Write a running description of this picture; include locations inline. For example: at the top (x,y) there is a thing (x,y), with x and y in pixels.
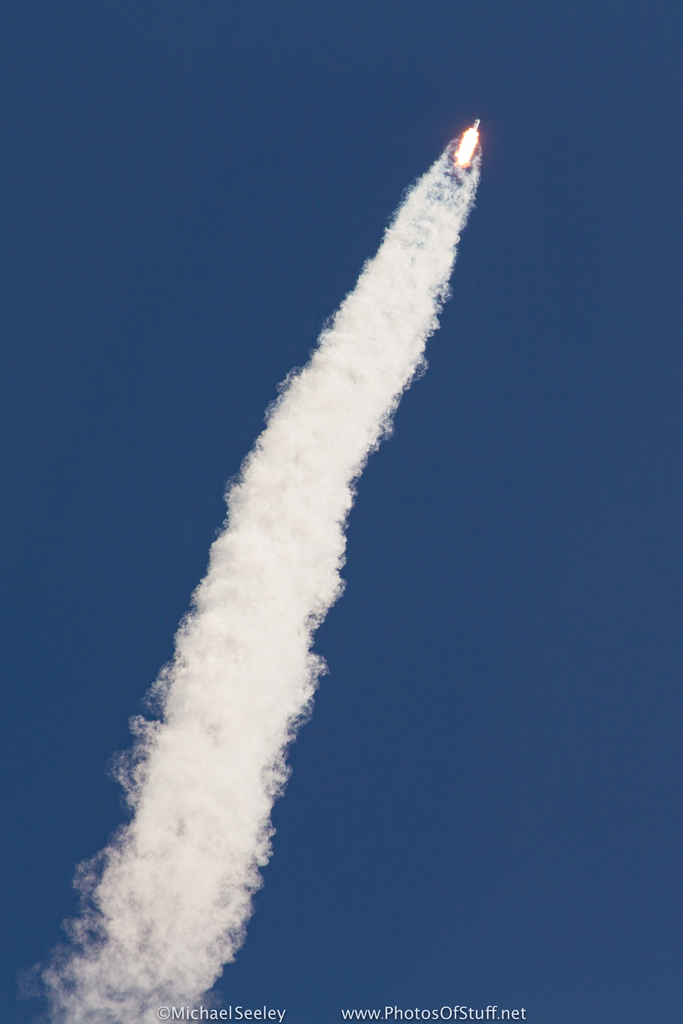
In this image there is a rocket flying in the sky (508,143) with smoke (364,385) behind the rocket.
